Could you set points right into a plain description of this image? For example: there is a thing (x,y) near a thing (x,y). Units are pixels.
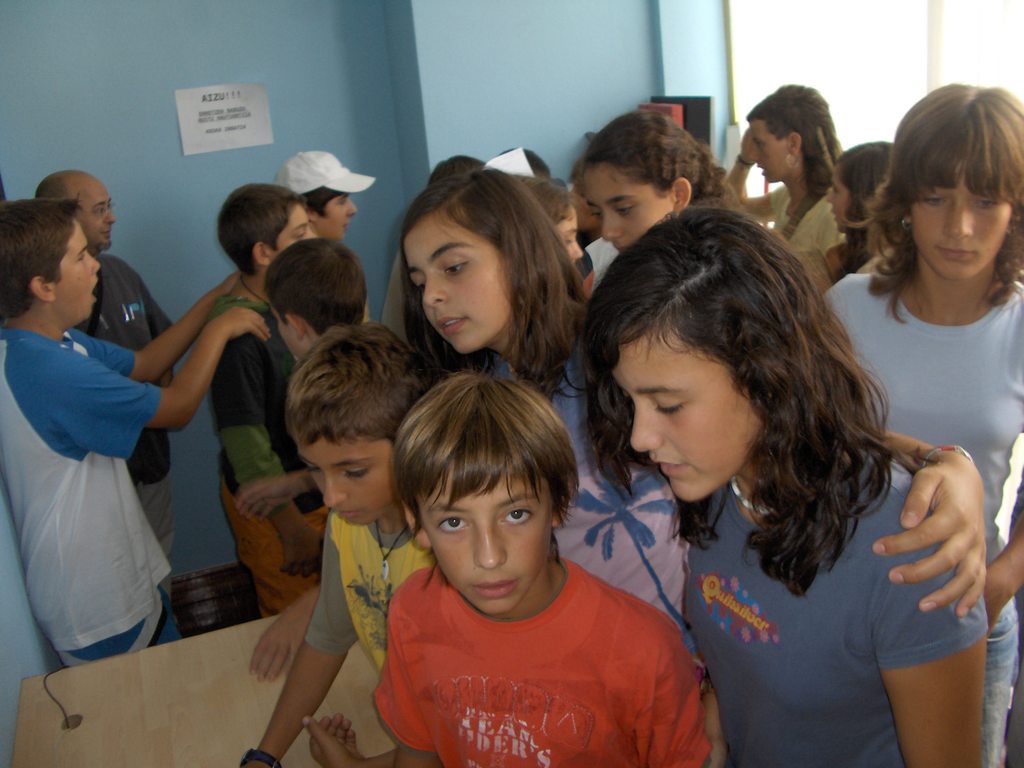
In this picture I can see group of people (741,722) standing, there is a table (185,661), there are some objects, and in the background (209,227) there is a paper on the wall (403,72).
